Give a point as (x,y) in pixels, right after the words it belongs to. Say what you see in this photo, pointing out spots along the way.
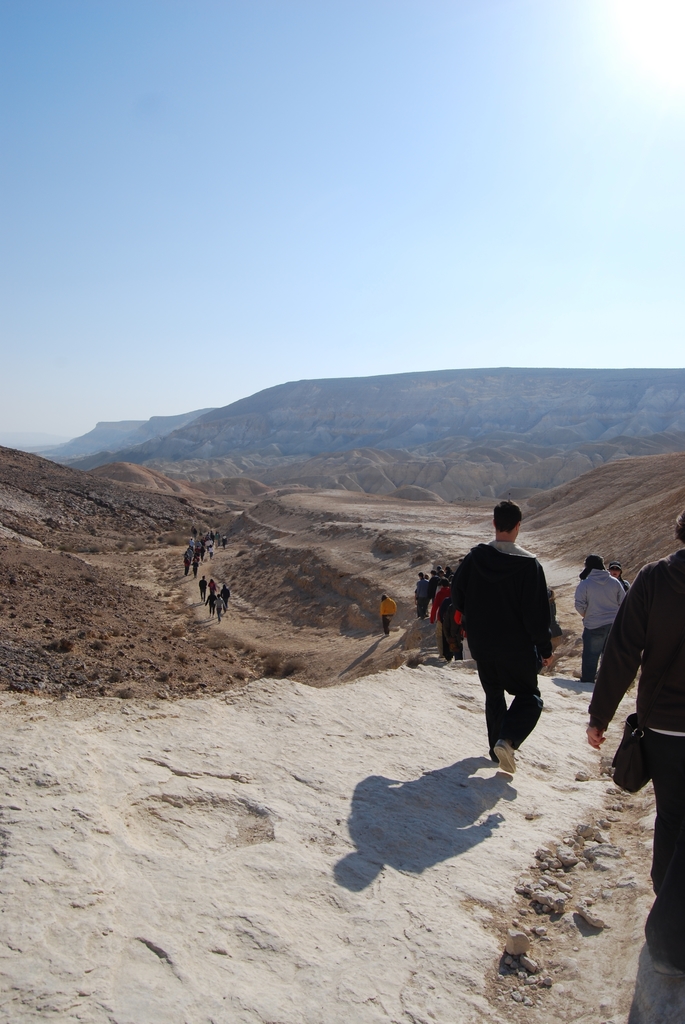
In this image there is the sky (340,277), there are mountains (438,399), there is soil (514,896), there are stones (546,884), there are group of persons (539,584) walking, there is a person (637,600) truncated towards the right of the image (664,626), a person (644,709) is wearing a bag (637,725).
